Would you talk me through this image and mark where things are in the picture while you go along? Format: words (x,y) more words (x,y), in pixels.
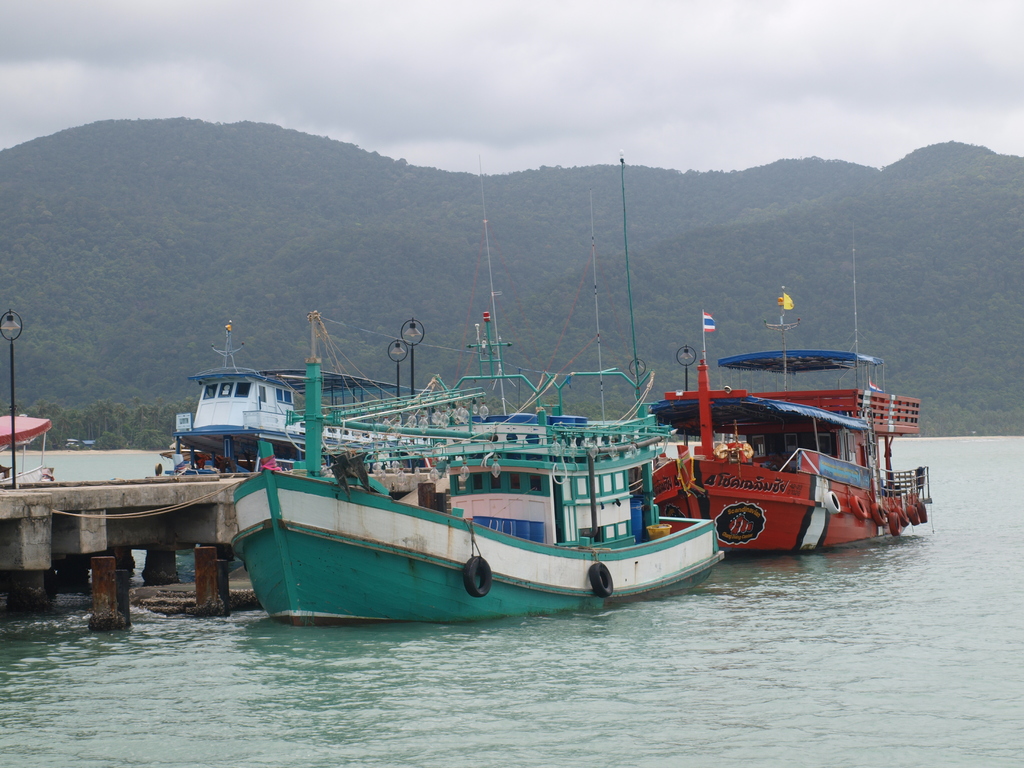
In this picture we can see water (703,685) at the bottom (788,690), there are some boats (545,579) in the water (789,650), on the left side (216,544) there is a bridge (120,522), we can see a pole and a light (8,338) on the left side (7,322), there is a flag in the middle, in the background (830,240) we can see trees (861,239) and hills (861,239), there is the sky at the top of the picture (528,49).
